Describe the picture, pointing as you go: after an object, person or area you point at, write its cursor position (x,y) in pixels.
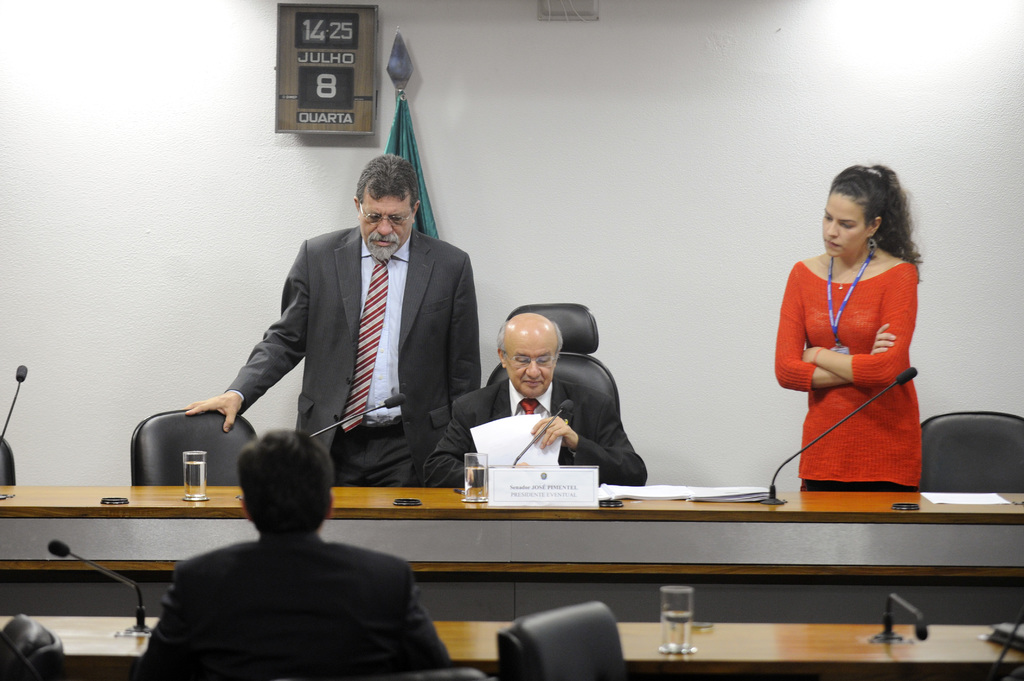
In this image, there are a few people (866,291). Among them, we can see a person (528,348) holding an object (488,451). There are a few tables (963,544) with objects (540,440) like microphones (527,451), glasses (197,467) with liquid (200,491) and some posters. We can also see some chairs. We can see the wall (599,209) with an object (369,27). We can also see the pole (400,97) with some cloth (398,117).
